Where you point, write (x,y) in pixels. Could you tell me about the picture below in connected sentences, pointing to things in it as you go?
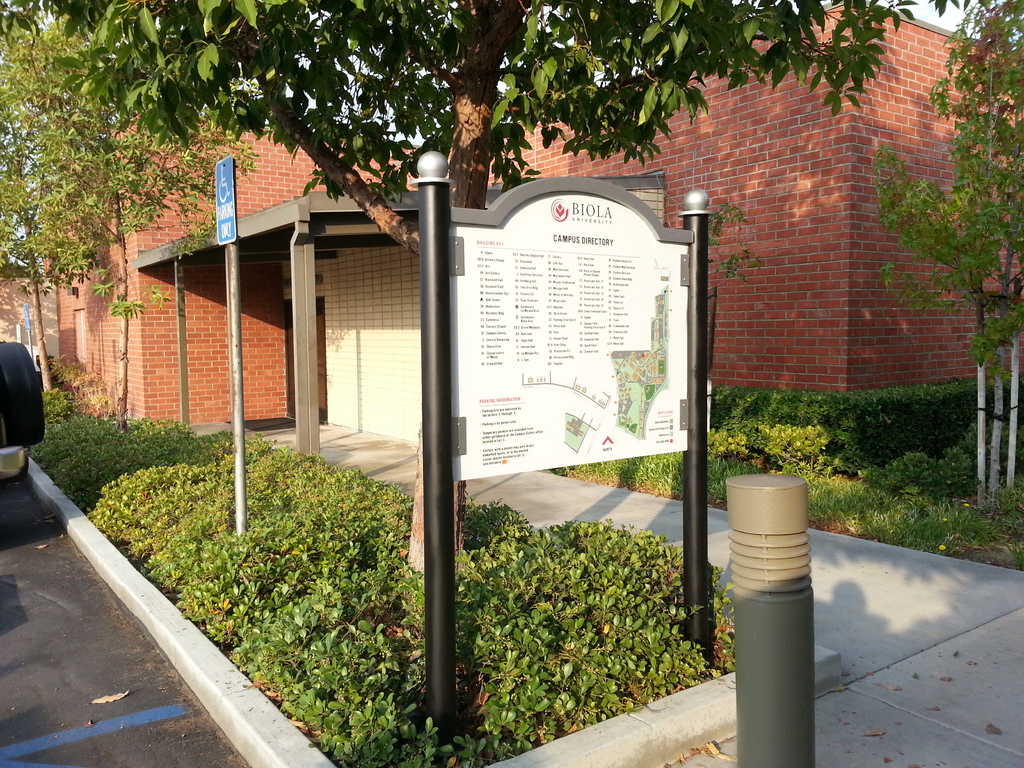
In this image there are some houses (354,288) and plants (357,522), trees (412,528), poles (241,502) and some boards (570,326). On the left side (74,631) there is a road (71,649), at the bottom (932,609) there is a walkway (853,661).
